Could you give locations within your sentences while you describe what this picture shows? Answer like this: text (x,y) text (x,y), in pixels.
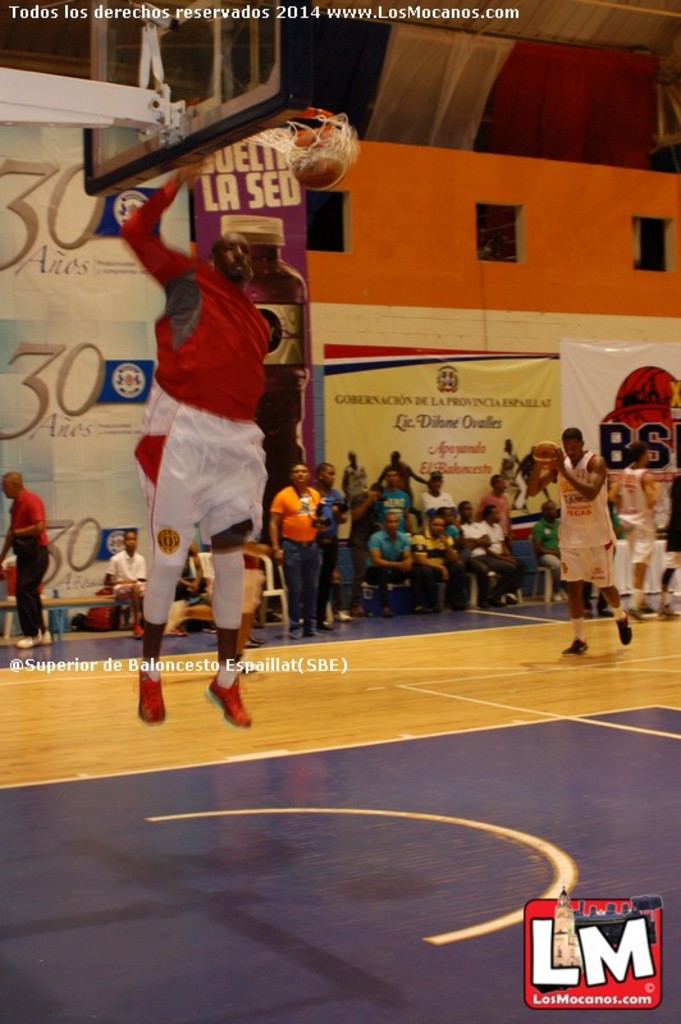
In this image I can see a person (256,352) wearing red and white colored dress (229,360) is jumping in the air. I can see a ball (307,147) in the goal post (242,110). In the background (665,583) I can see few persons (641,583) standing, few persons (451,557) sitting, few banners (368,399) and the wall (398,271) which is orange and cream in color.
